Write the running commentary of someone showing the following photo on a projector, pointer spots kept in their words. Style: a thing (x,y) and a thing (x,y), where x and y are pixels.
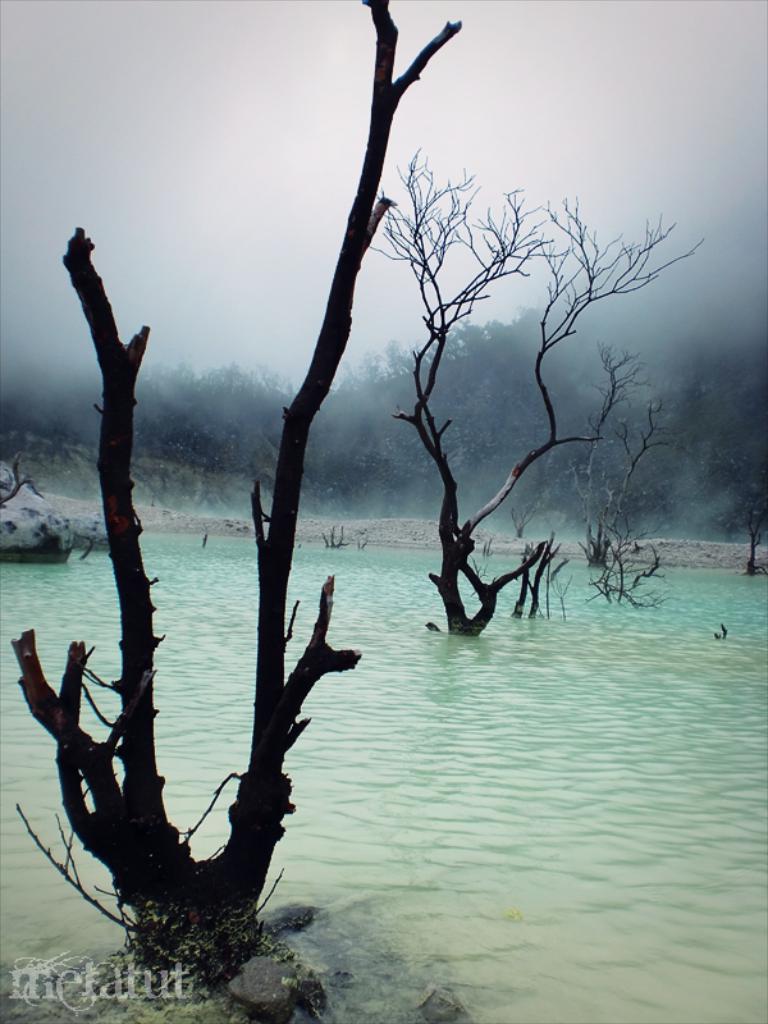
In this picture we can see trees (419,400), water (437,621) and cloudy sky (289,168). Left side (99,973) bottom of the image (101,986) there is a watermark (98,963).
